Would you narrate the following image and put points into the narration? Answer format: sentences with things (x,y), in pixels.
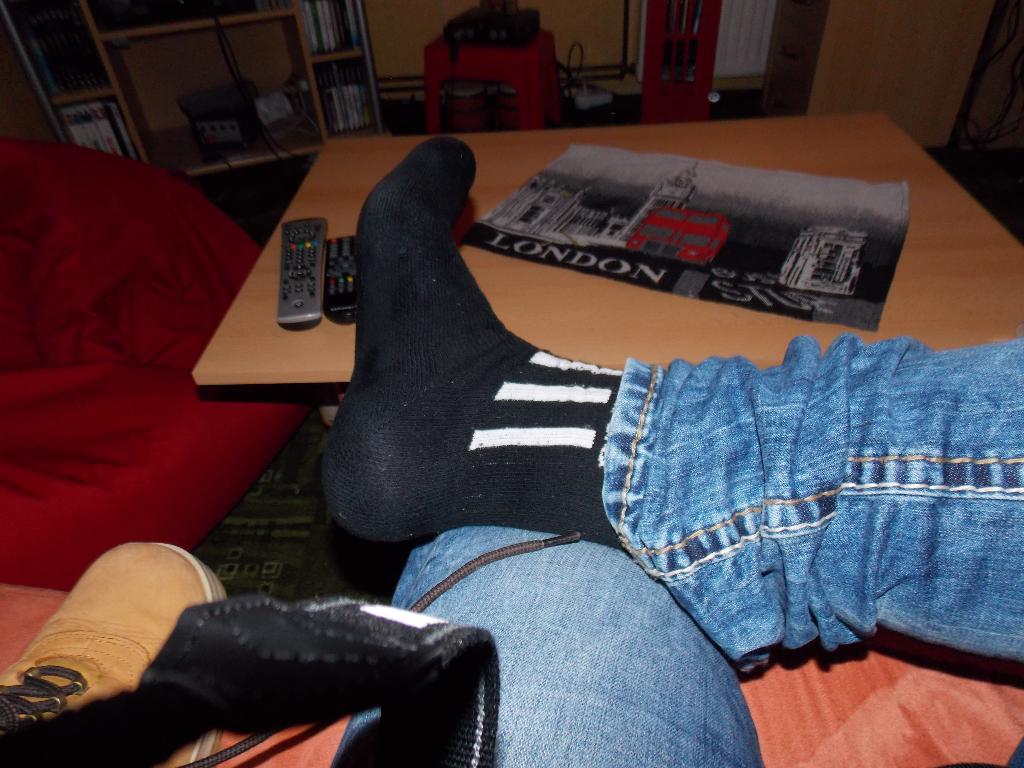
In this picture we can able to see a person leg (874,575) with socks (495,451), in-front of this person leg (593,460) there is a table (643,332), on this table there is a poster (688,230) and remote (336,267). Far there is a cupboard (295,130) filled with books (89,140) and device (225,130). This is red color couch (140,352).
